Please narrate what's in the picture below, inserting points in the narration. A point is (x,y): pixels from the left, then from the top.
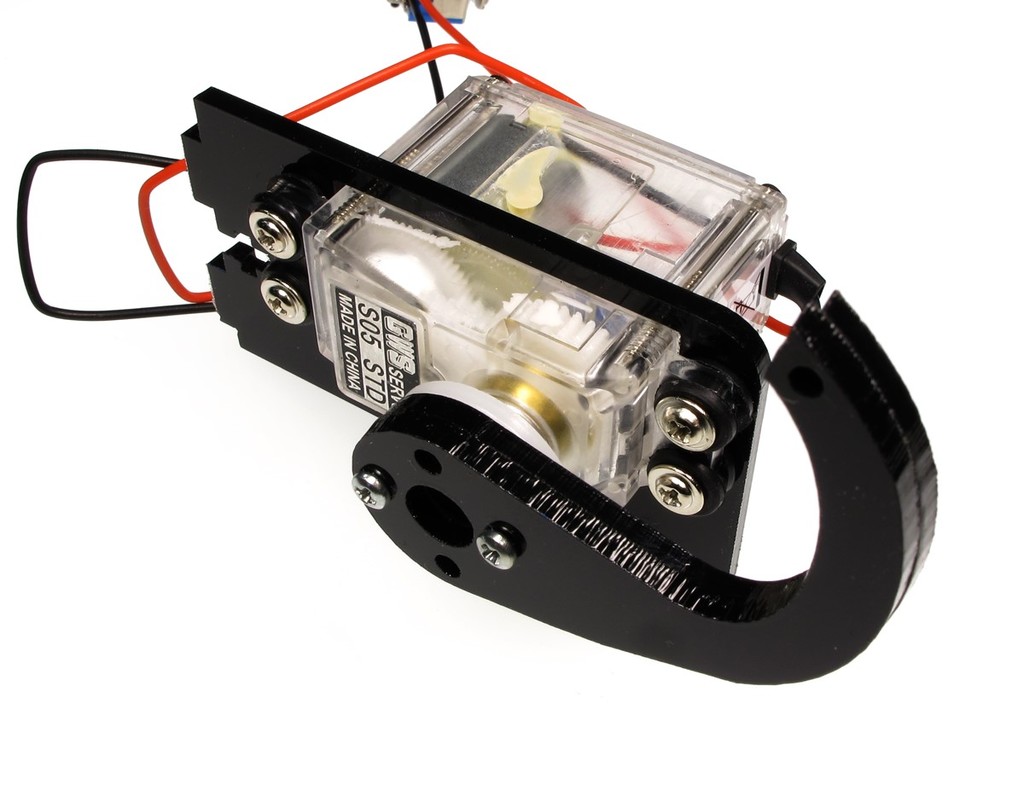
In this image we can see one object (455,233) with wires (484,60) looks like a machine (515,165) and there is a white background (330,419).
